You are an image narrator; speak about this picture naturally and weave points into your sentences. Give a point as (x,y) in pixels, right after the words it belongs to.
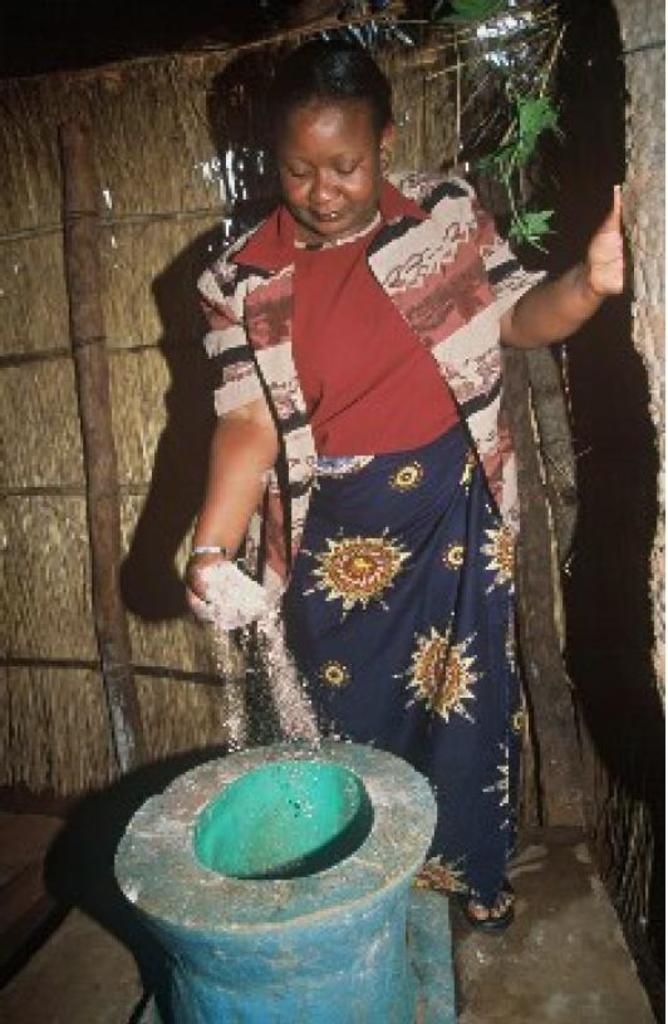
In this image, we can see a woman (472,488) standing and she is pouring something in the stone object (221,974).
